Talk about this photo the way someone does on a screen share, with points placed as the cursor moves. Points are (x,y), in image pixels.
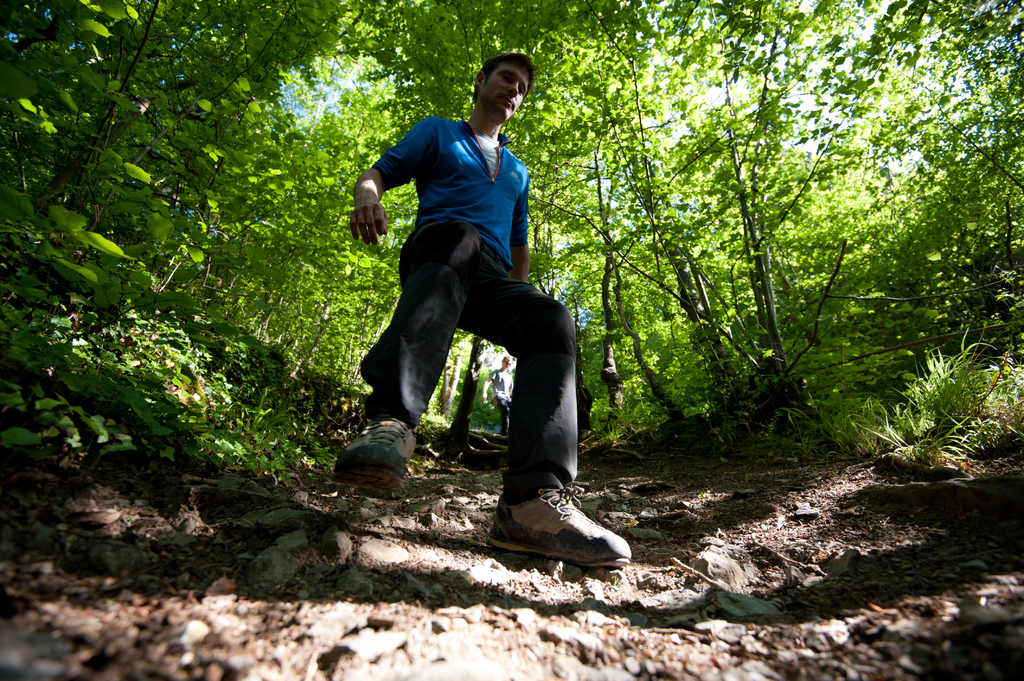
In this image we can see few people (545,355). There are many trees (525,113) and plants (868,303) in the image. We can see the sky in the image. There are few stones (292,570) in the image.
